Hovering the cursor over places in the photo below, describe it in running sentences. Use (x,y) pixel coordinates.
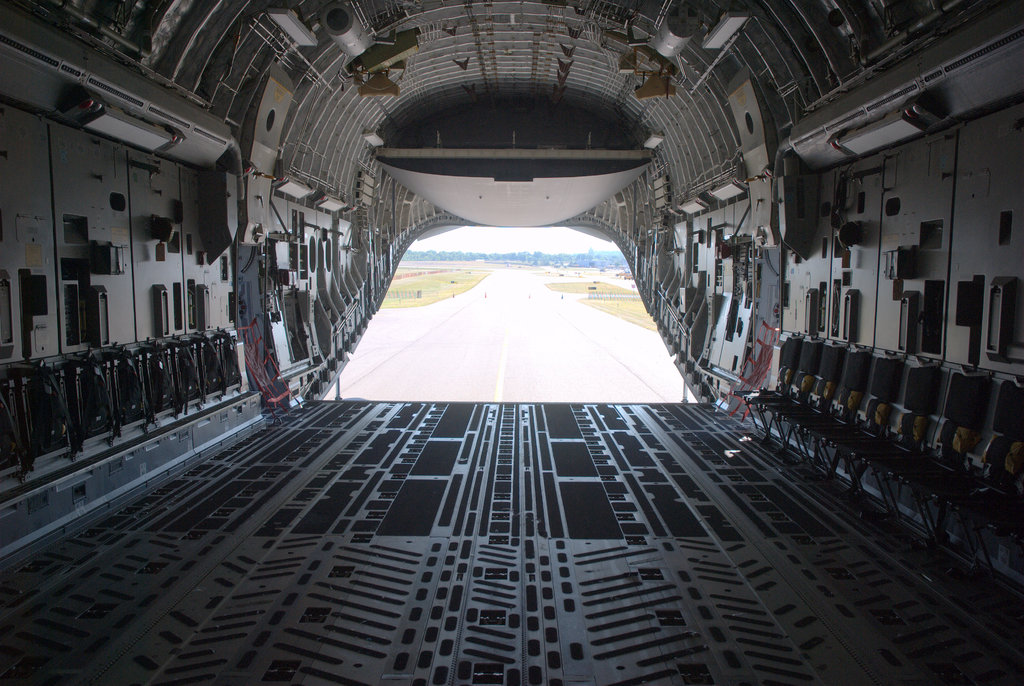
This is an inside view of a vehicle (295,200) in this image, on the right side (910,452) there are some chairs (906,475) and there are some other objects (869,137). In the background (461,363) there is a road (509,271), grass (413,271), trees (487,259) and sky (527,237).
